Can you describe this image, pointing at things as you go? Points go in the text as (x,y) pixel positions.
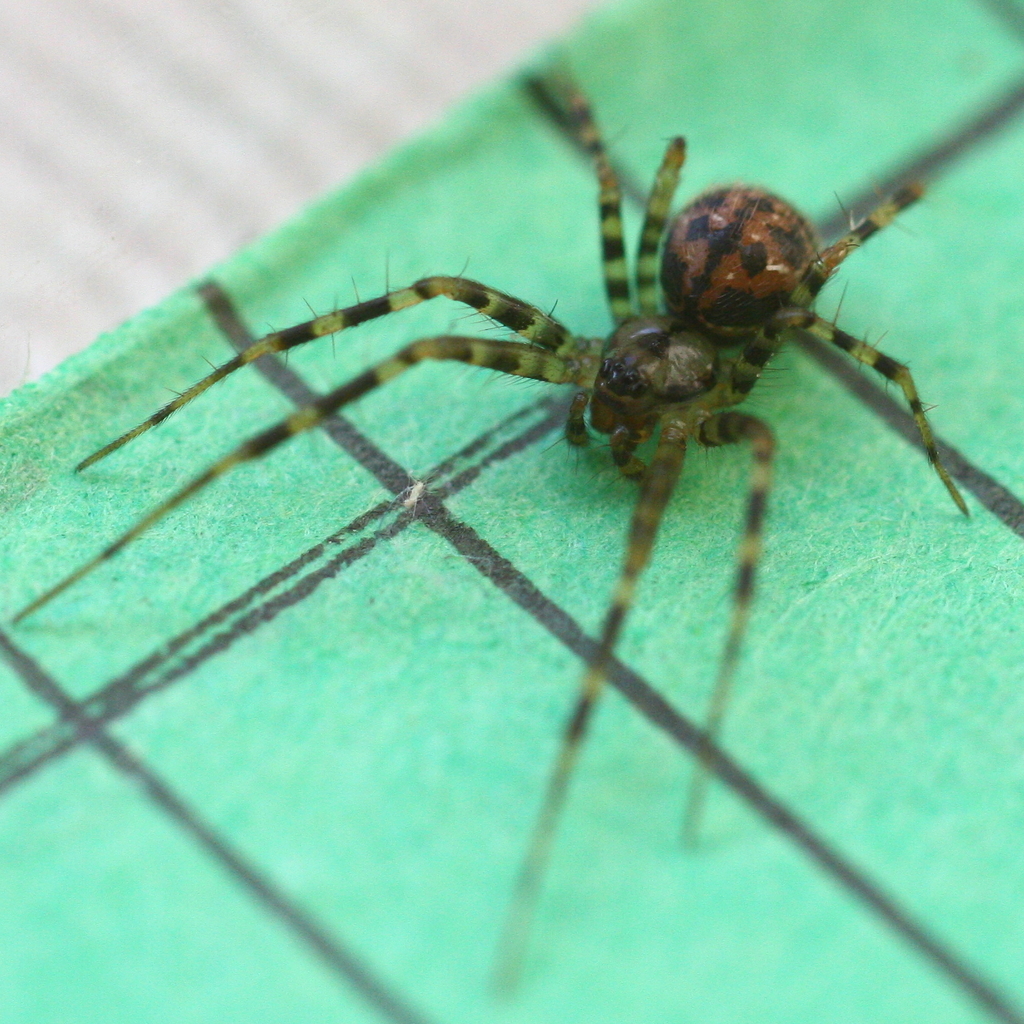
In this image I can see a spider (674,309) which is brown, black and green in color on the green and black colored object (456,475). I can see the white colored background (104,120).
